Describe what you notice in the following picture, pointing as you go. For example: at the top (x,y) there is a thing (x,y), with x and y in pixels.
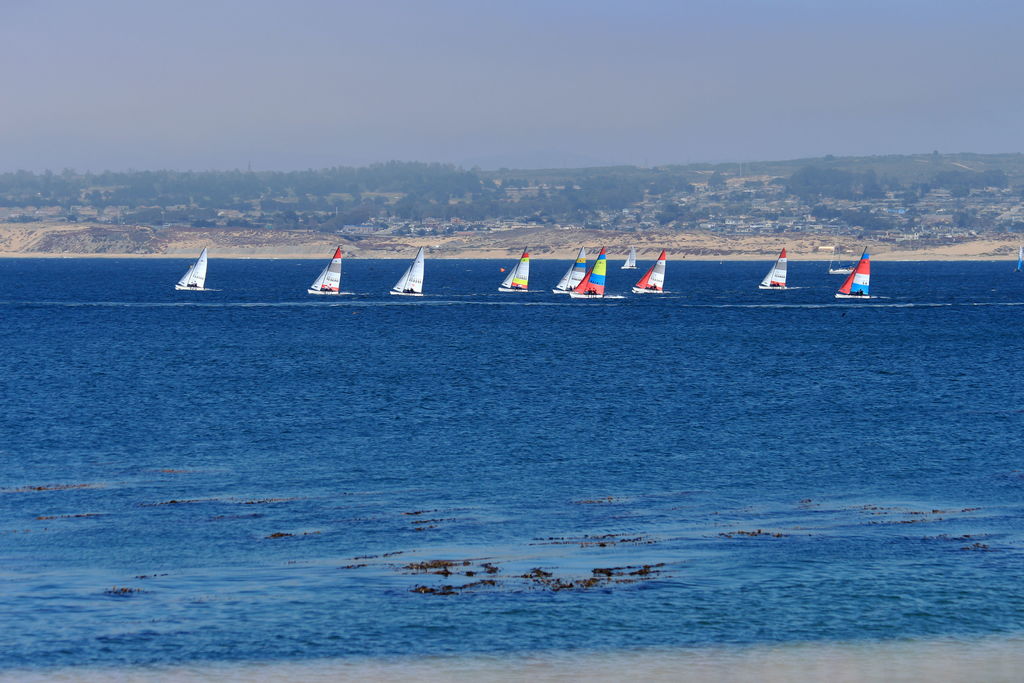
There are boats (868,262) which are having masts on the water (639,323). In the background (880,236), there are trees (539,187) on the ground (927,165) and there are clouds (111,70) in the blue sky (499,55).
